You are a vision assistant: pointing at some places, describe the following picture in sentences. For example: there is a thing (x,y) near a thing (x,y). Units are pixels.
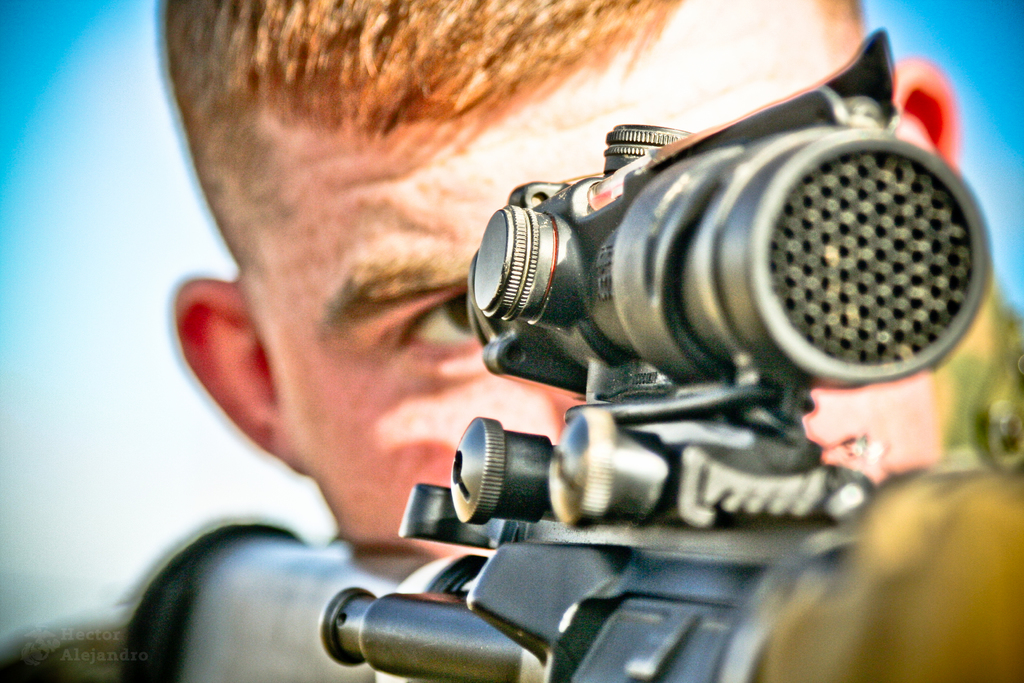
In this image there is one person (905,595) who is holding a gun (548,608), and in the background (150,342) there is sky (83,281).
